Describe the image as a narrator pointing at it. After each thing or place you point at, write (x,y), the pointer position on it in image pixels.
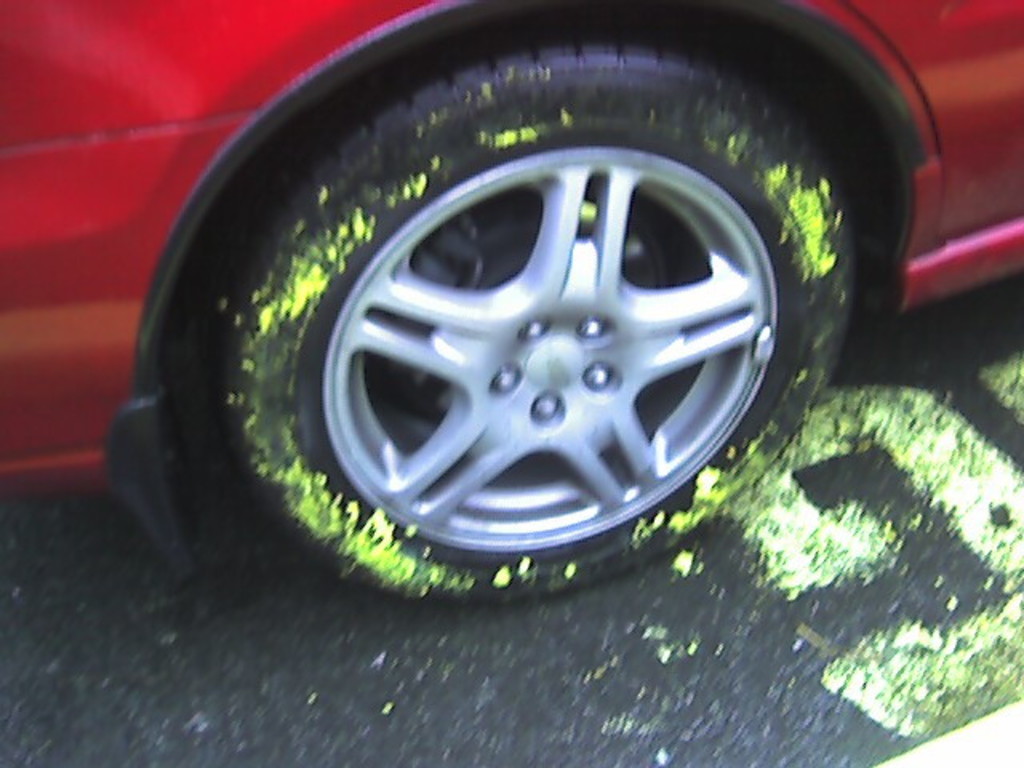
In this picture there is a red color car (661,240) on the road (408,615). On the wheel (463,162) I can see the green paint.
